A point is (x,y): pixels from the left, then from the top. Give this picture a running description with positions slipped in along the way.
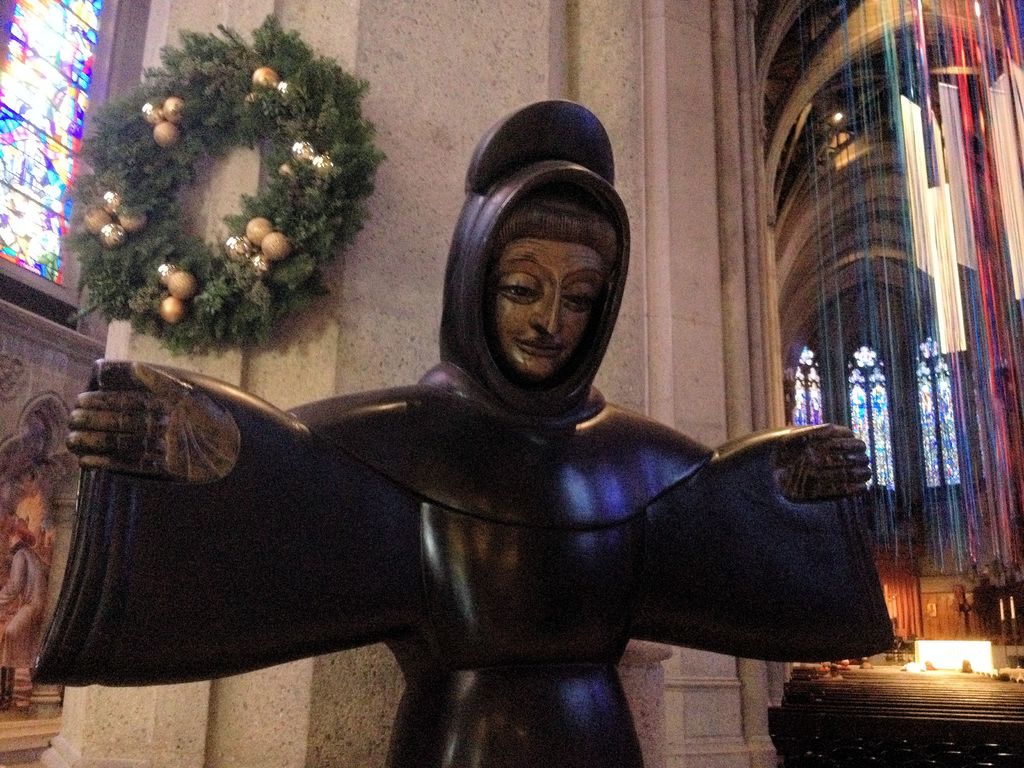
In this image, we can see a statue (328,560). We can see the pillar (423,149) with a garland (245,116). We can also see some objects (933,699) on the right (913,675). We can see some sculptures (12,615) on the left (15,655). We can also see some windows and arches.
